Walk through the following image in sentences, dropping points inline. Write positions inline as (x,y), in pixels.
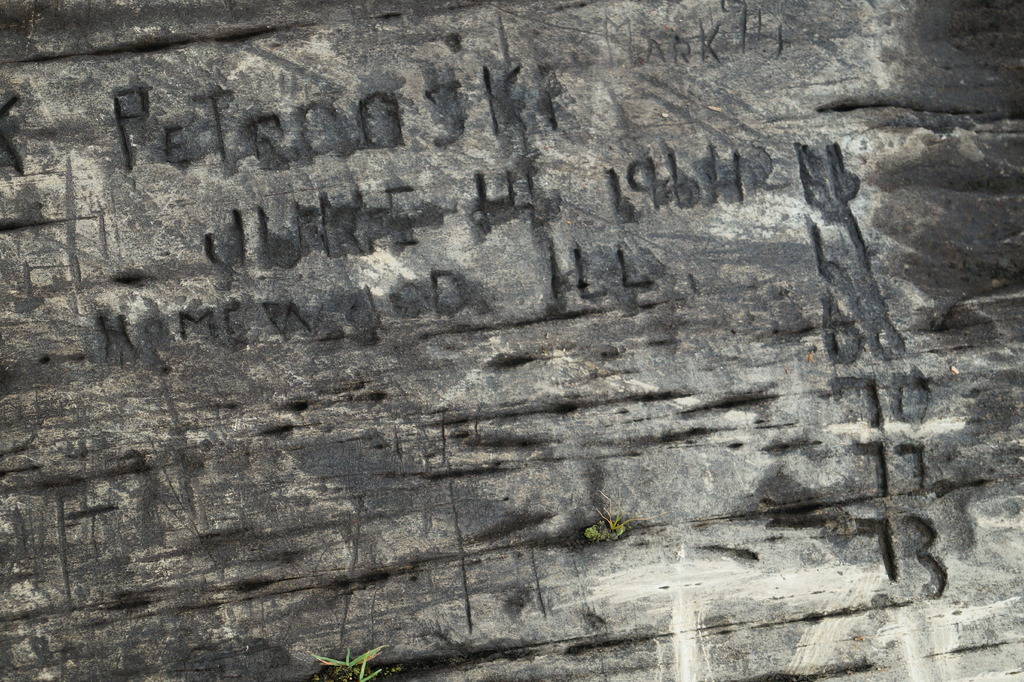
In the picture there is a wall (341,228). There is some text (424,280) and numbers (519,199) on the wall (677,429).
